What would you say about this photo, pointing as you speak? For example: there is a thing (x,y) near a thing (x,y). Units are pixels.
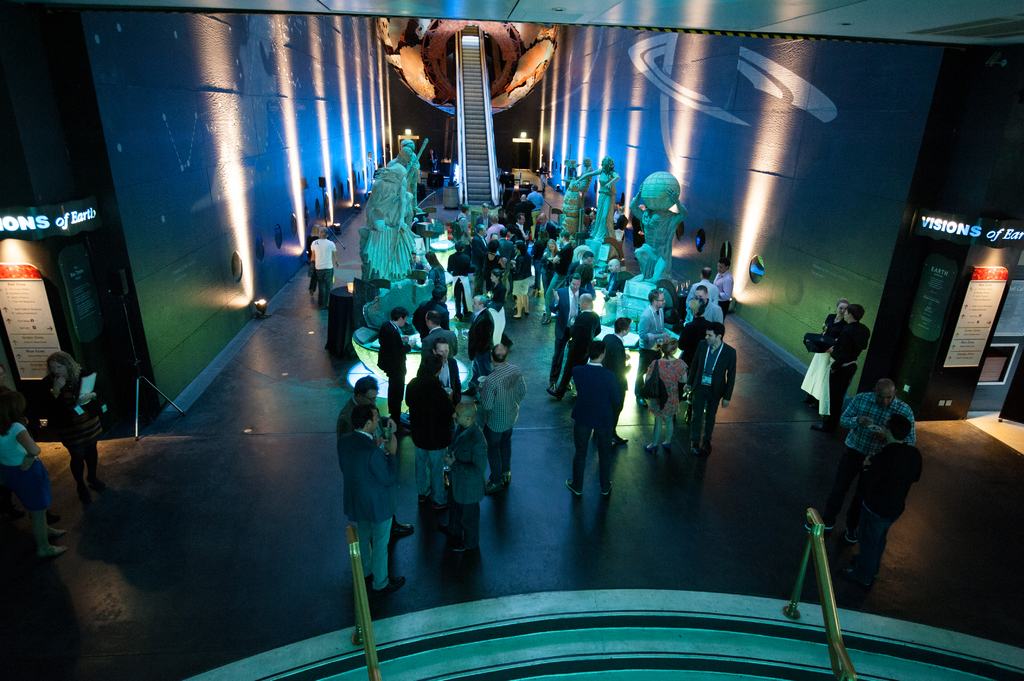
In this image we can see the people (520,387) standing on the floor (396,548). We can also see the statues (409,243), focus lights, stairs (468,159) and also walls (207,68). We can also see the text boards (24,312) on the right (983,334) and on the left (23,328). Ceiling (859,2) is also visible in this image.
